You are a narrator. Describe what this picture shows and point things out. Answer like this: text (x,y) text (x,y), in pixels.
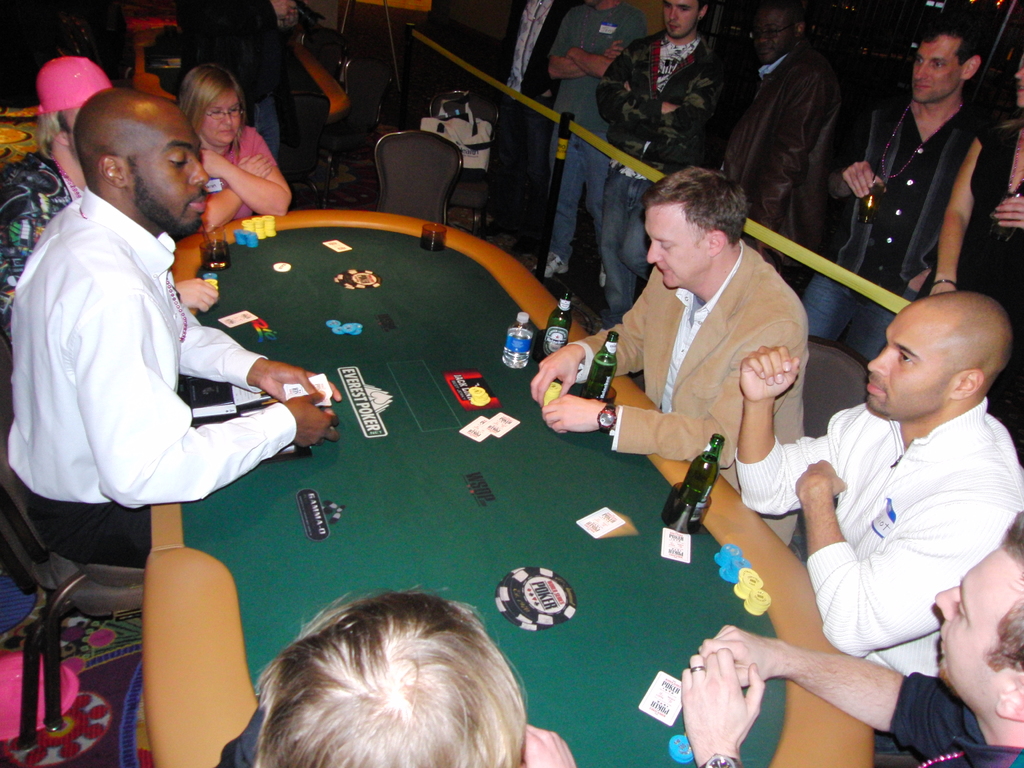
This picture describes about group of people (646,421) few are seated on the chair (848,358) and few are standing, in front of the seated people (547,377) we can find bottles (519,345), cards (473,427) on the table (318,542).
